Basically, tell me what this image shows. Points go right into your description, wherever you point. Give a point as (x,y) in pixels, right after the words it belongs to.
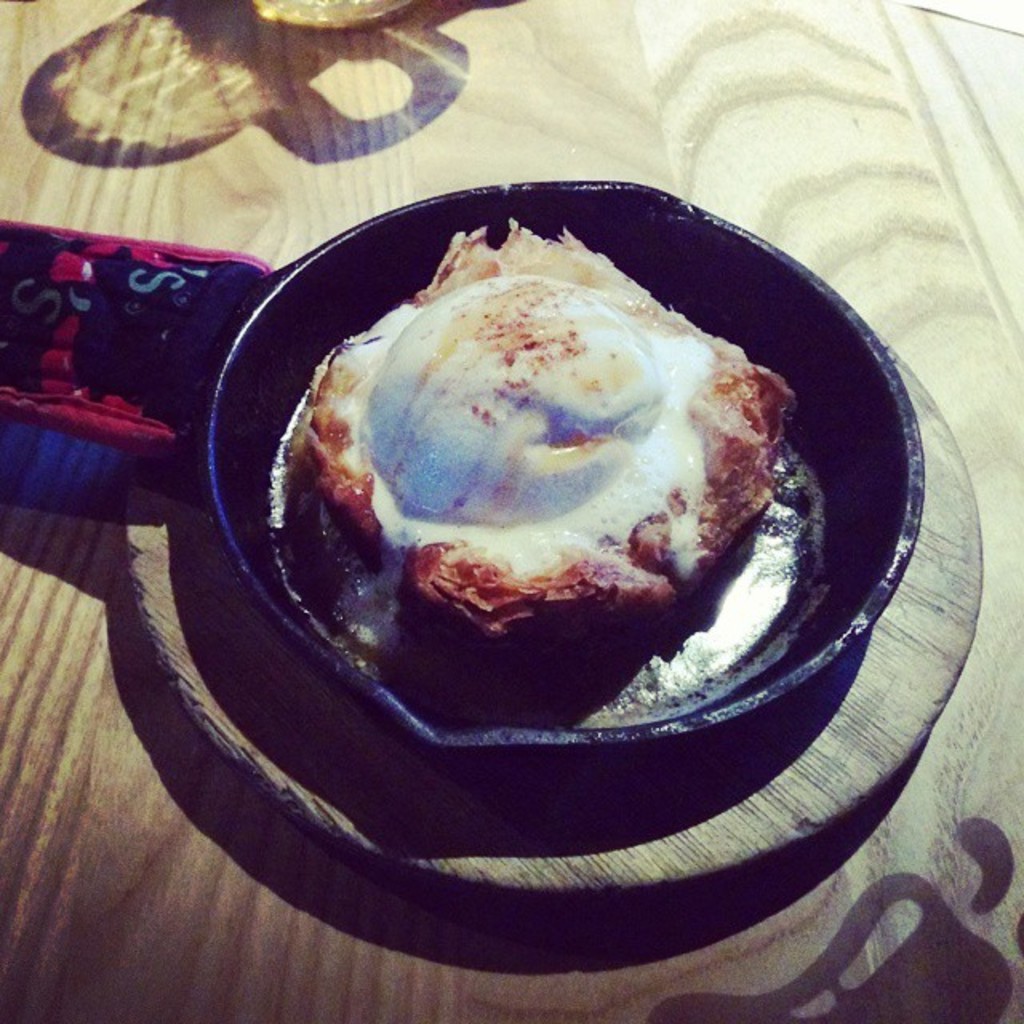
This is a zoomed in picture. In the center (359,465) there is a wooden object (232,664) on the top of which a pan (511,184) containing food item (461,459) is placed. In the background (719,35) there is another object (838,114) seems to be the table (203,181).
